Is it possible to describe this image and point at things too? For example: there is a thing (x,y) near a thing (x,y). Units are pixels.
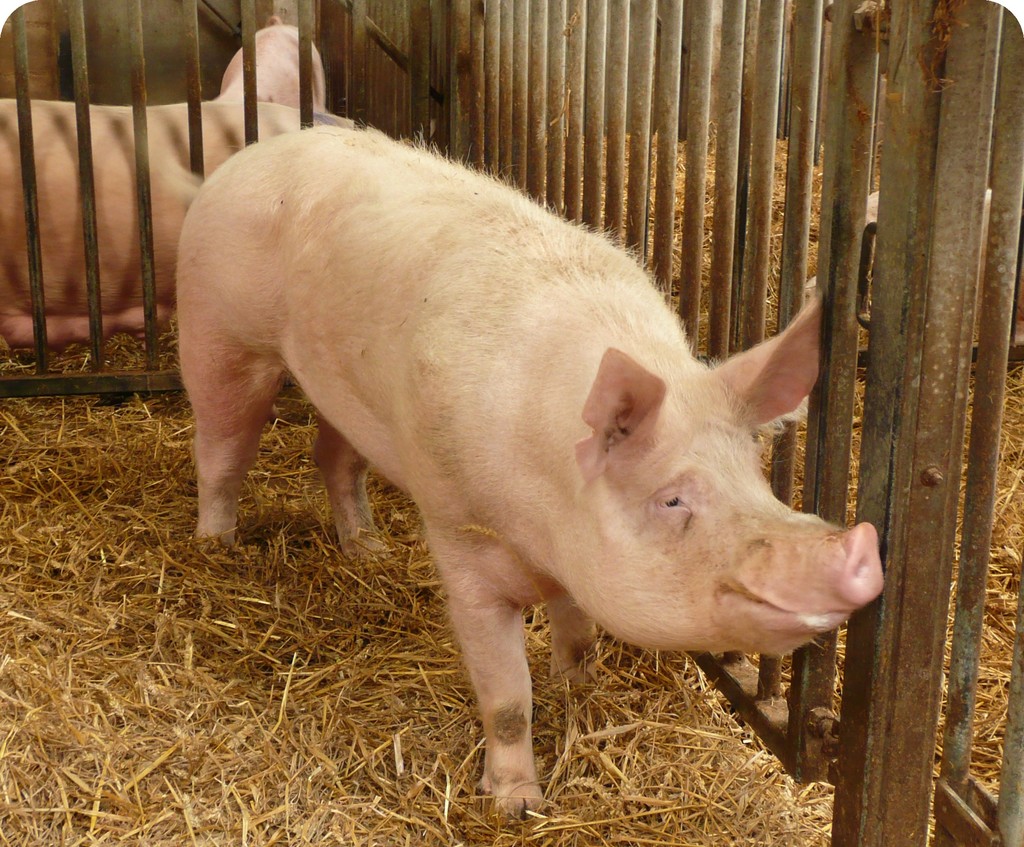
In this picture we can see pigs (488,670) on the ground (428,602), here we can see a fence (859,748) and dried grass (541,667).
